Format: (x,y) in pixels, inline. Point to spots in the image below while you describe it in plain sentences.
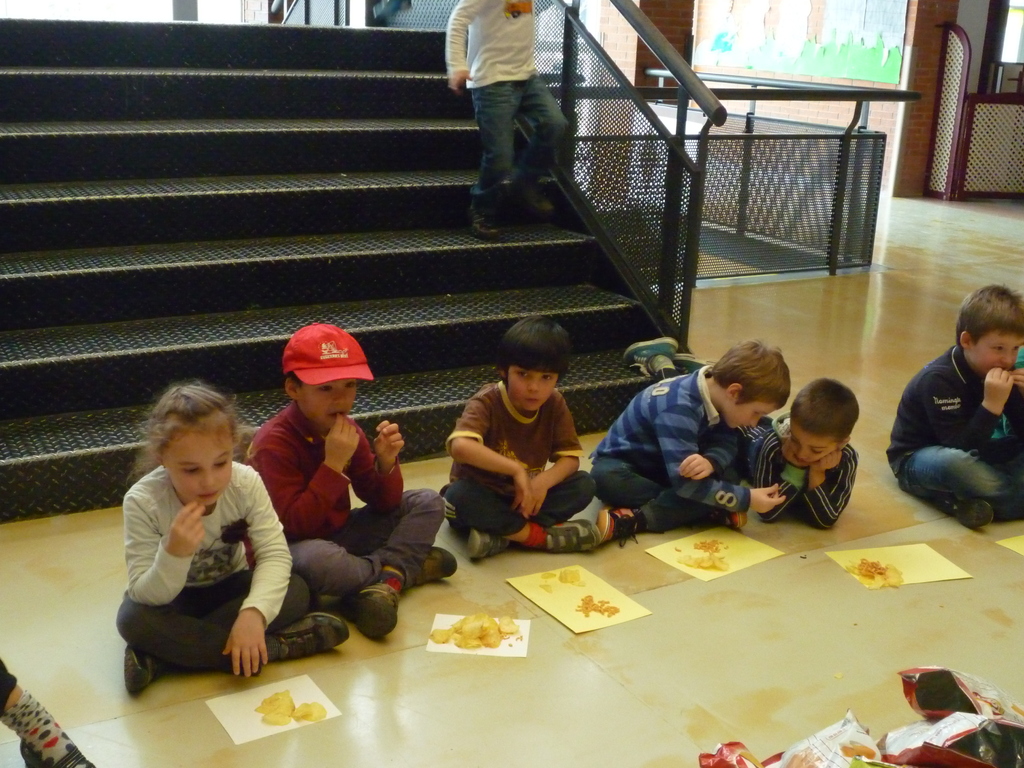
In this picture we can see a group of children (953,464) sitting on the floor (882,481) and in front of them we can see papers (256,711) with food (267,698) on it, packets (1016,720) and at the back of them we can see a person (489,41) on steps (416,184), fences (726,150) and some objects (953,79).
